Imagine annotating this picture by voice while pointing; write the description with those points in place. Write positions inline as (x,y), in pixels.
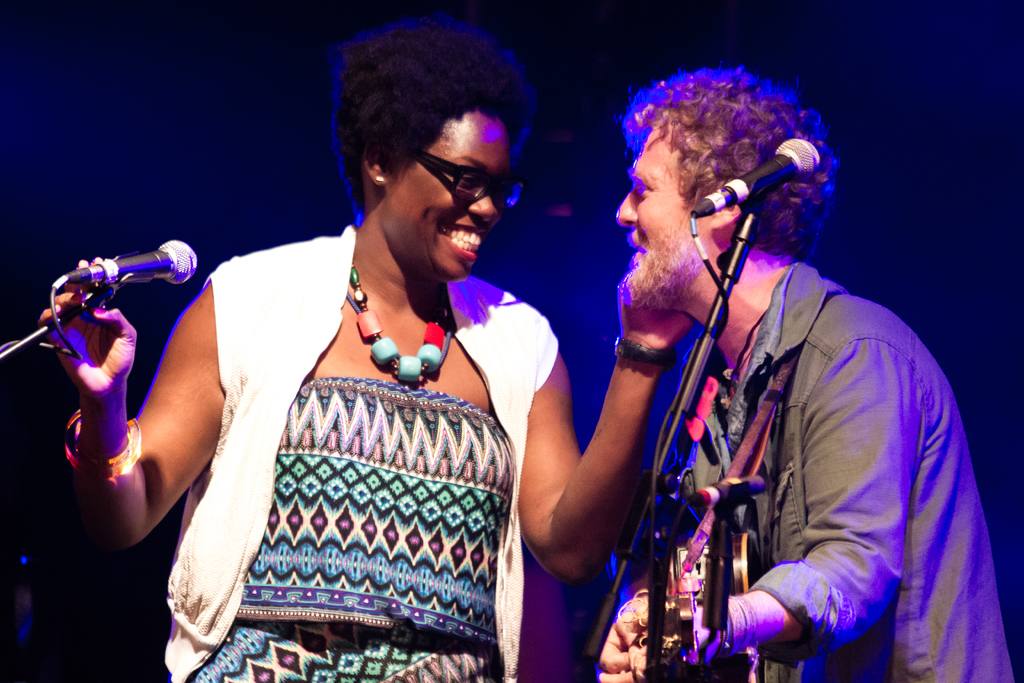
In the picture we can see a man (782,341) and a woman (421,311), man (773,214) is holding a guitar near the microphone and woman (600,463) is holding a microphone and man's cheek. In the background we can find a blue light shade (895,172).
